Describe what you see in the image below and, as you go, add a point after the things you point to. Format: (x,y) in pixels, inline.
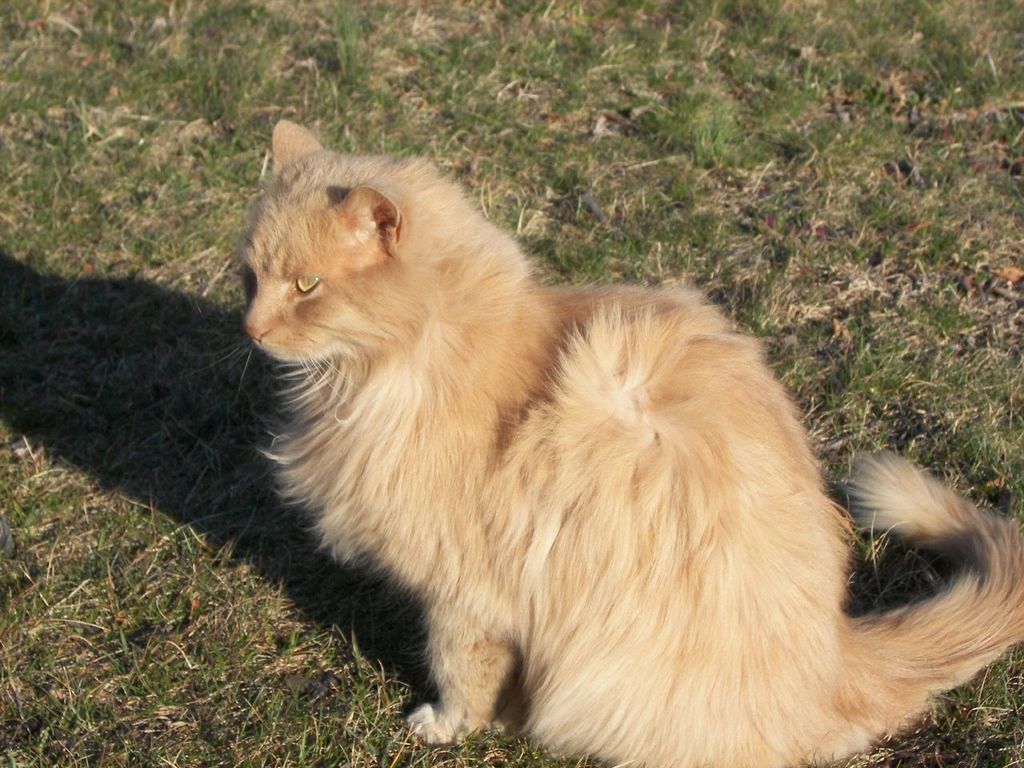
In the foreground of this image (580,479), there is a cat (501,725) sitting on the grass (264,667).
